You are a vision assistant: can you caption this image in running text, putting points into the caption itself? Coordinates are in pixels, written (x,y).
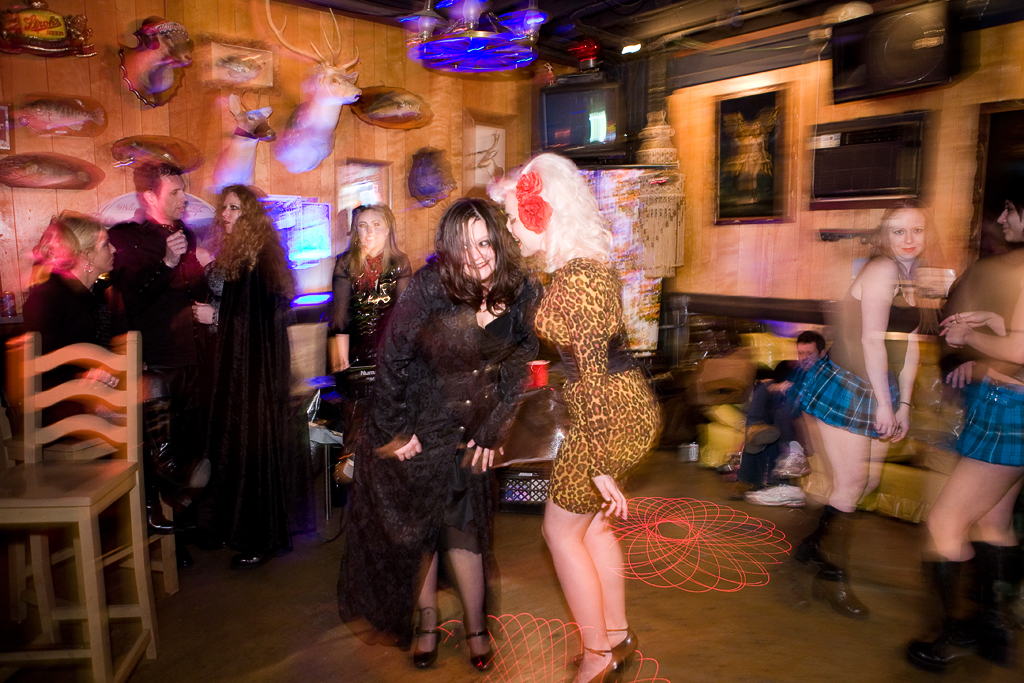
In this image I can see the group of people (501,381) are standing on the floor (536,527) beside a table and a chair (132,509).
